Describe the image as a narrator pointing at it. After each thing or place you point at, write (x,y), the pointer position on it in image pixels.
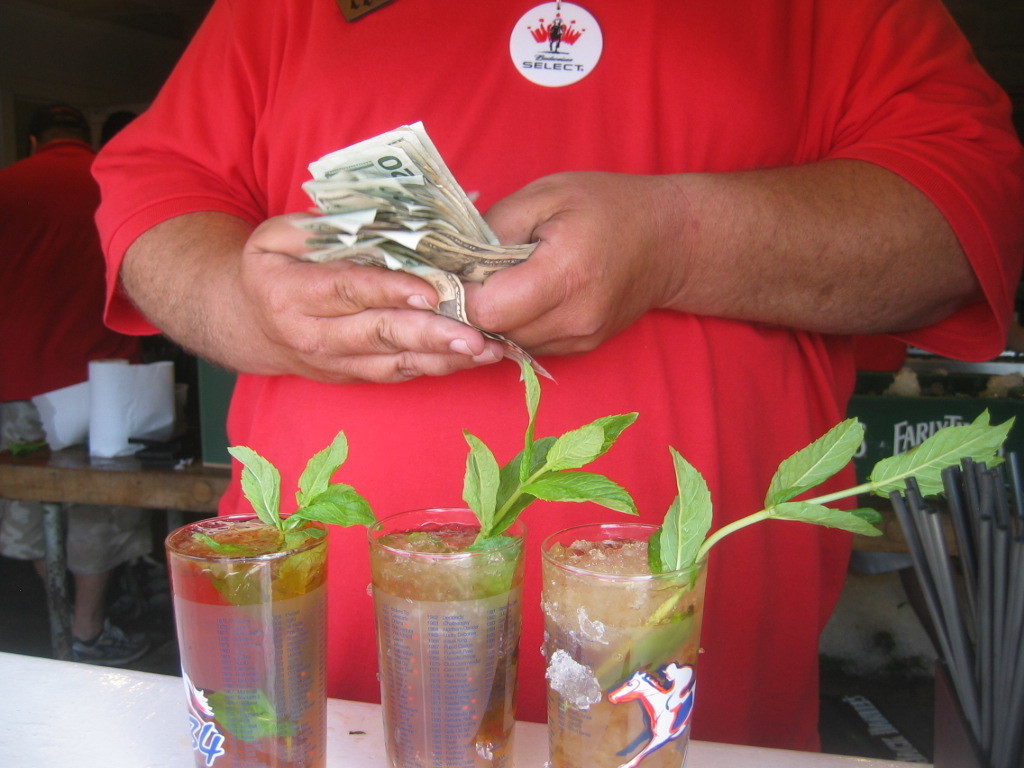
In this image we can see two persons (264,291), among them one person (525,278) is holding the currency notes (486,256), we can see there are some glasses (300,593) with drinks (252,531) and plants (269,521) on the table (342,706), on the right side of the image (997,630) we can see straws (969,525).
